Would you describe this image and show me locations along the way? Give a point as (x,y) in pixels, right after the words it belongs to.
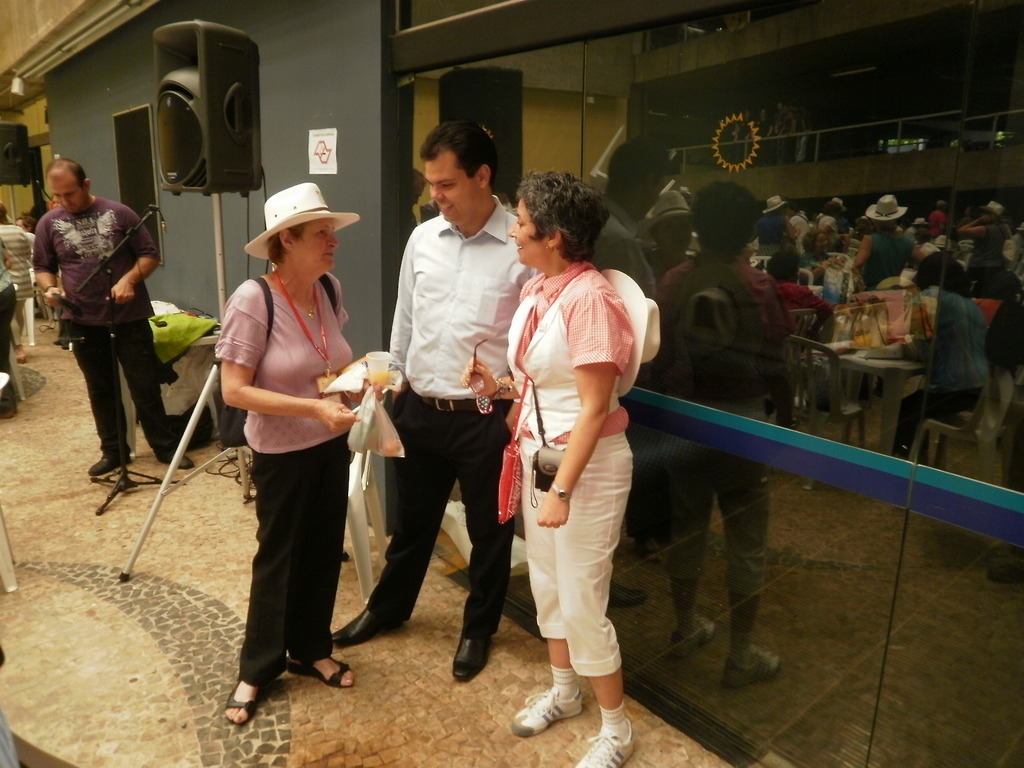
Here a beautiful woman (317,515) is standing, she wore white color hat (283,199). Beside her a man (499,549) is standing, he wore a white color shirt (446,373) and another woman (560,183) is also standing. Right side (695,475) it's a glass wall (894,434).
